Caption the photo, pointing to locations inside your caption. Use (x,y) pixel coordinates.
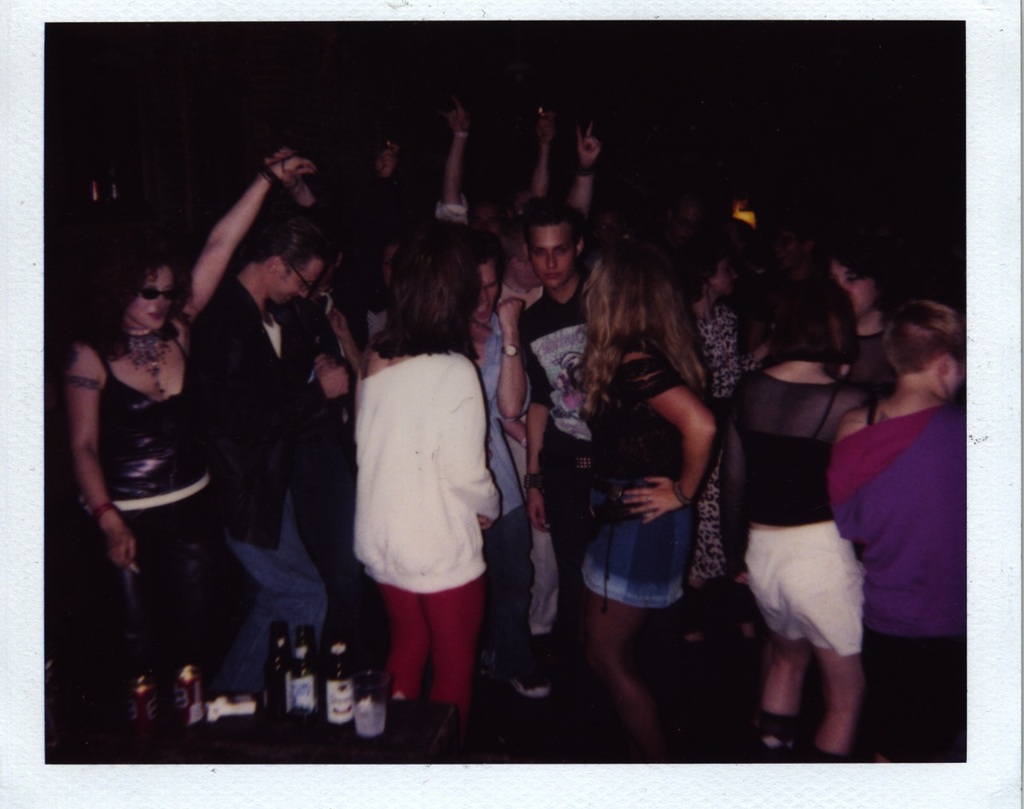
In this image I can see a group of people (584,475) are dancing, at the bottom (265,682) there are wine bottles (273,664).
